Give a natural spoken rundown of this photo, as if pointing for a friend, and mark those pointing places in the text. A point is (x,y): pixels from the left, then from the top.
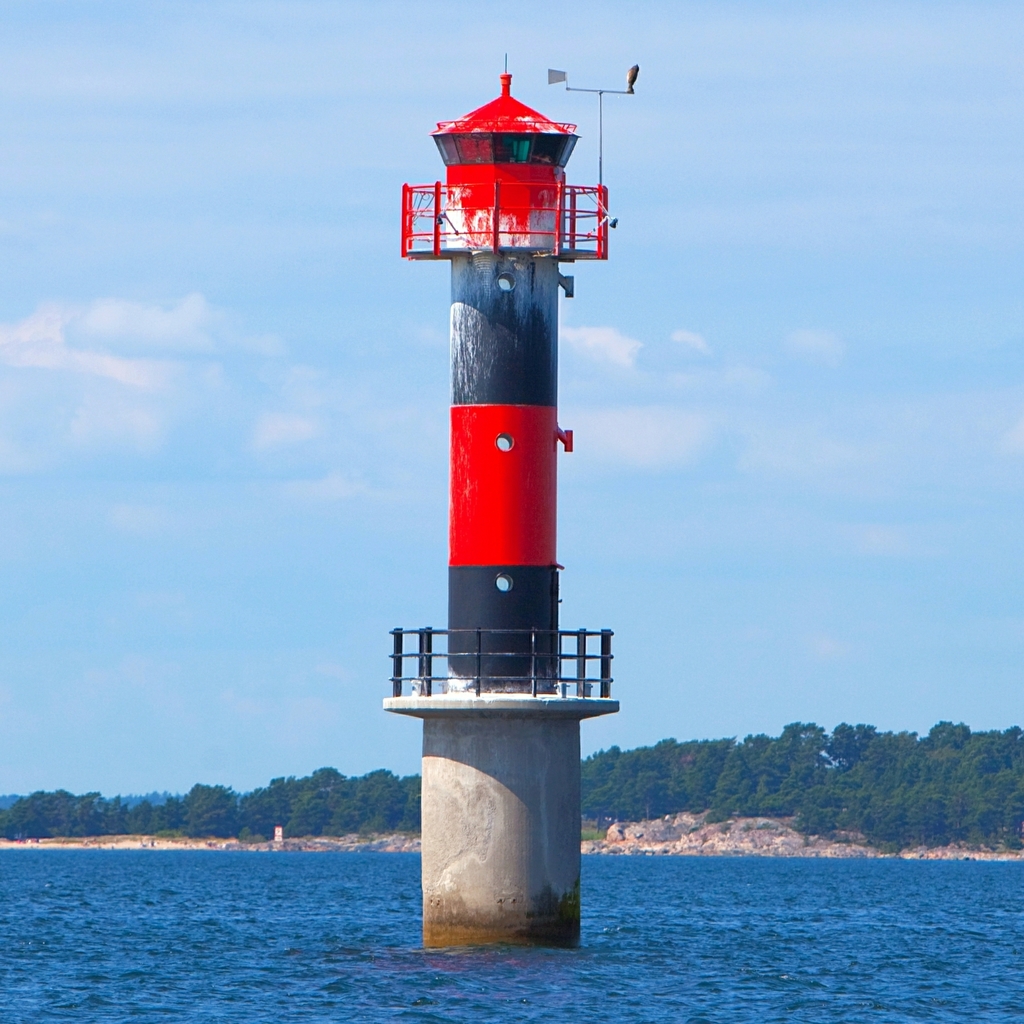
In this image I can see the light house (499,504) which is in red and grey color. I can see the railing (442,632) to the house (520,563). To the side I can see the water (617,875). In the background (849,764) there are trees (289,782), clouds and the sky (442,274).
